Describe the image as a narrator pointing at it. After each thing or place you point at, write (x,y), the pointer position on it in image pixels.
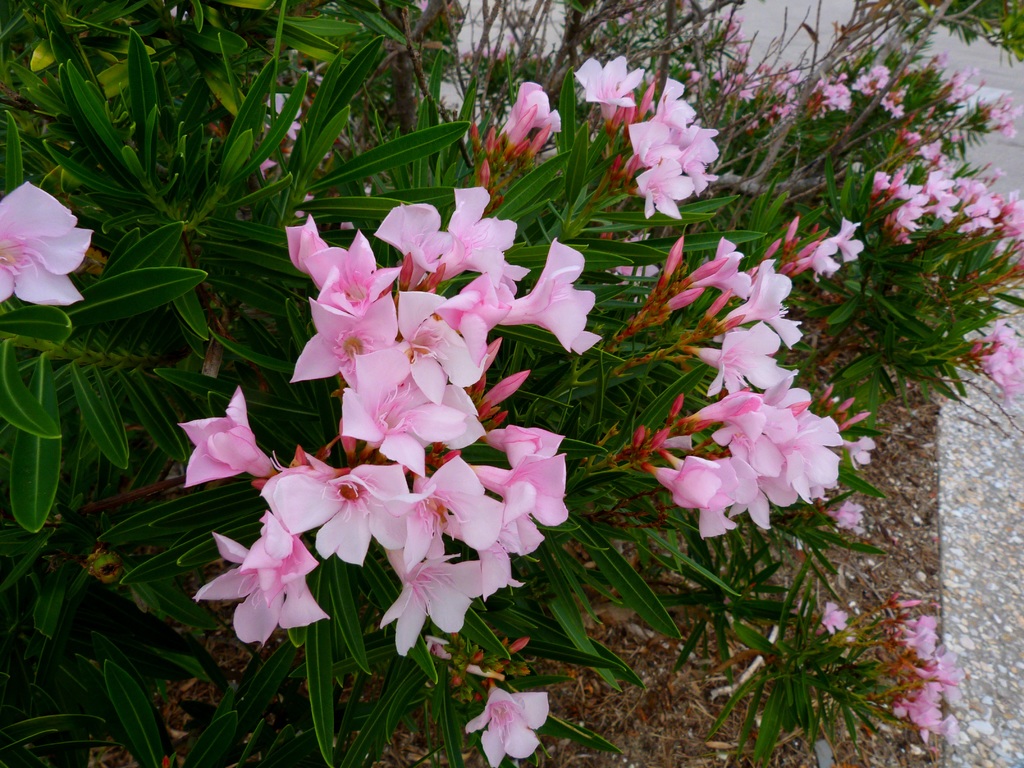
In this image I can see few flowers (422,411) which are pink in color to the plants (902,18) which are green in color. I can see the ground (1016,460) in the background (1016,460).
